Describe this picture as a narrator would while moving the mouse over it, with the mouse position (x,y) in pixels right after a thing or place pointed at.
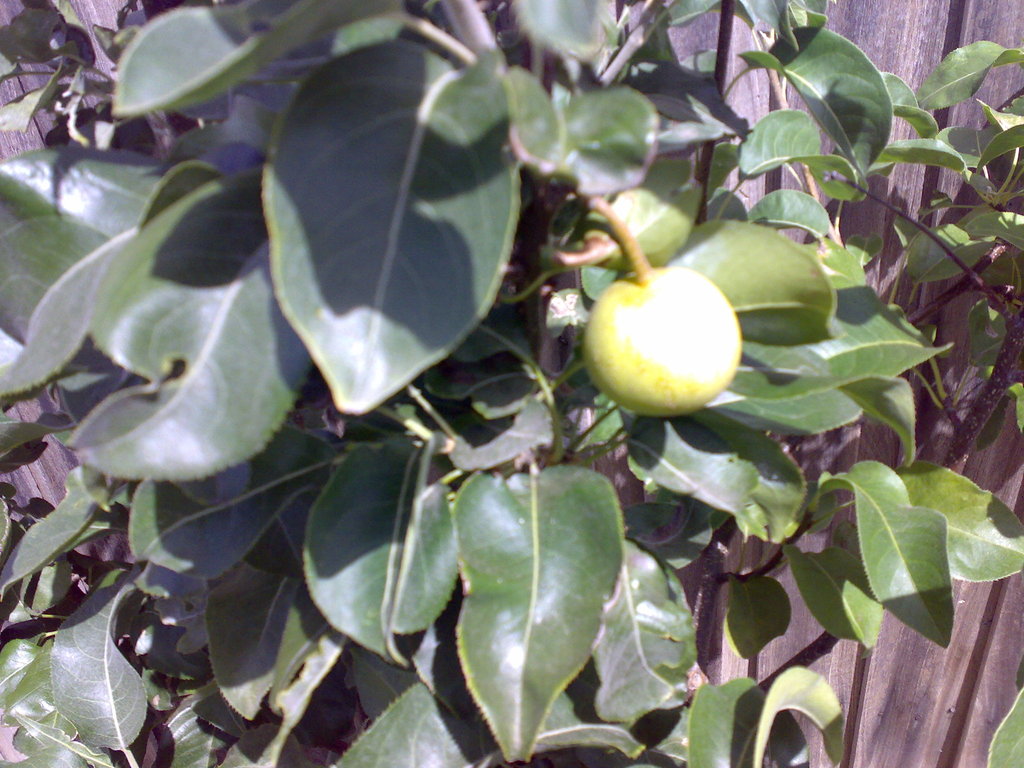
In this image we can see a plant (492,387) with fruit (643,380). In the background of the image (959,699) there is a wooden wall (930,673).
